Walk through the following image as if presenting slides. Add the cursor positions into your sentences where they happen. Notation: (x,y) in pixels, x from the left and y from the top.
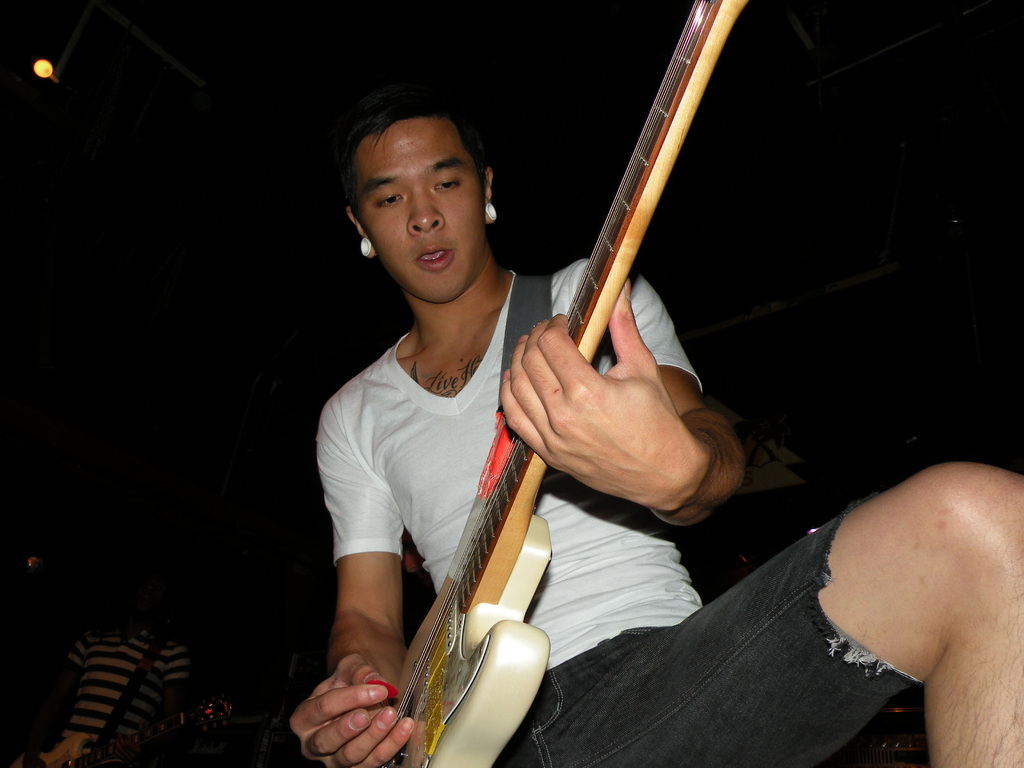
Background (5,173) is completely dark. We can see a light (40,78) here. Here we can see one man (654,706) wearing a white colour shirt (488,395) and playing guitar (397,707).
